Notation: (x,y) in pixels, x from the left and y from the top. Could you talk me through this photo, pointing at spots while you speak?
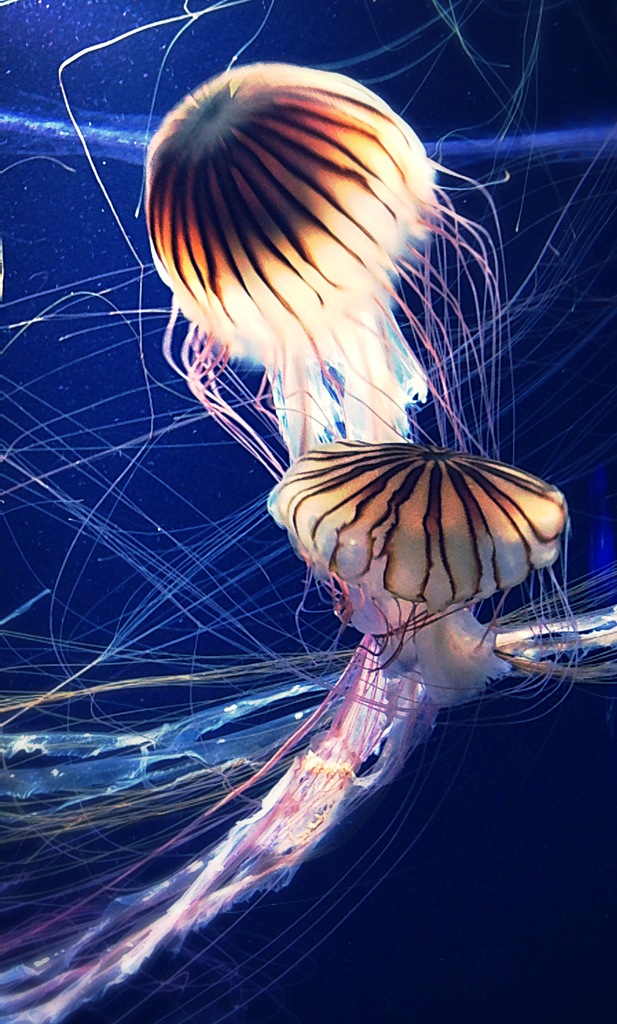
Here in this picture we can see a couple of jelly fishes (280,160) present in the water (240,492).
